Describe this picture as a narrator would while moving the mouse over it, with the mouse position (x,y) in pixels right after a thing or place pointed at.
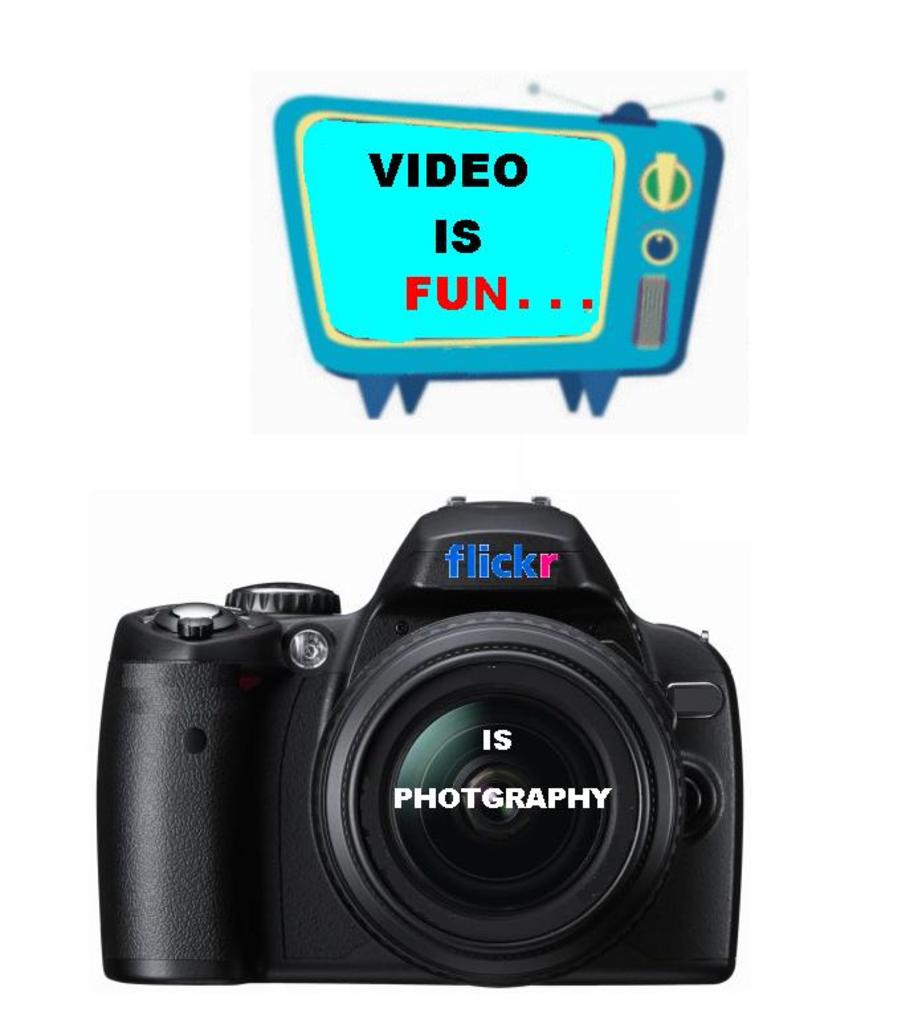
In this picture we can see a digital camera (546,756), there is a depiction of a TV (579,263), we can see some text (466,292) here.
